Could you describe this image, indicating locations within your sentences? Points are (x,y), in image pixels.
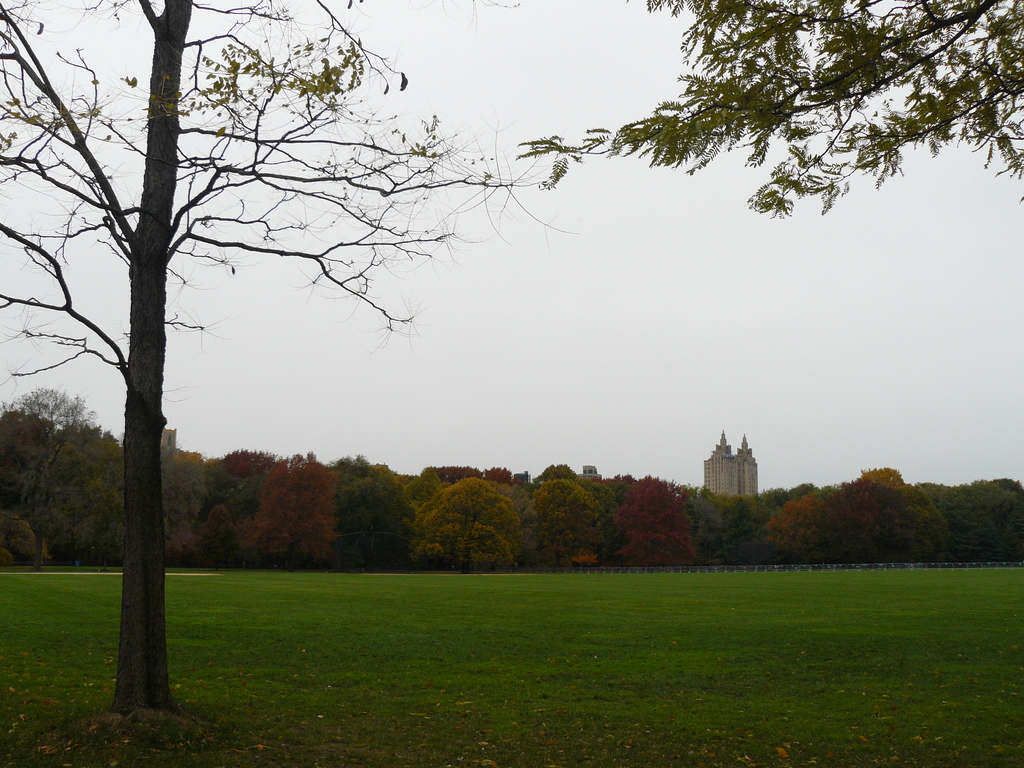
In the image we can see trees (431,481) and grass (663,679). Here we can see a building (722,446) and the sky (741,377).
